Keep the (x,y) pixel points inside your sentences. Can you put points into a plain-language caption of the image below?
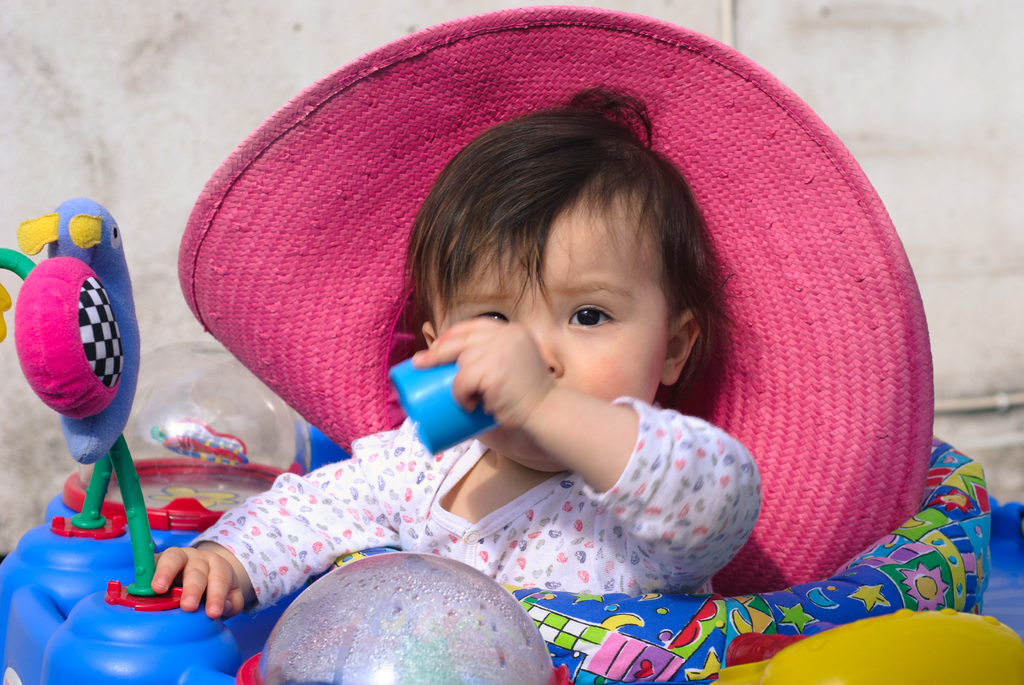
In this image there is a kid (593,370) sitting on a toy (872,606) and wearing a hat (799,216), in the background (890,188) there is a wall (909,195).
